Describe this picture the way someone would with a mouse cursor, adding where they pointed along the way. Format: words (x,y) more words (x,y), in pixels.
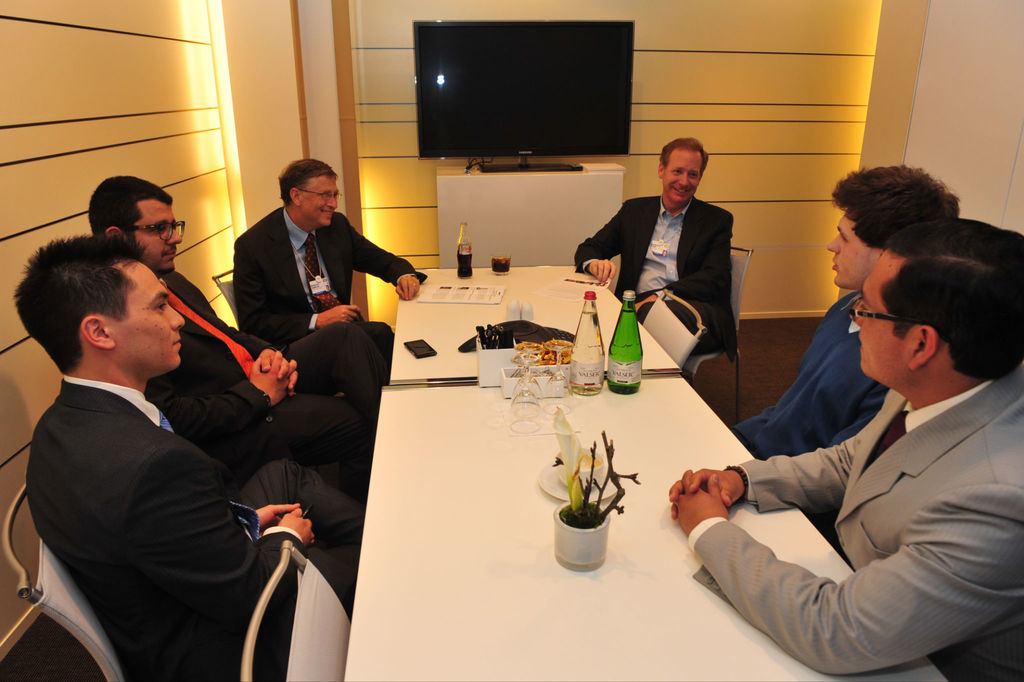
These persons (1012,499) are sitting on a chair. In-front of this person's (614,254) there is a table (511,569), on this table (677,434) there are bottles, glass (502,273), mobile (417,346), plant (586,487), plate holder (508,361) and paper (457,302). Far there is a table (565,193), on this table (565,193) there is a television (579,85). These four persons (667,255) wore black suit (203,389).
